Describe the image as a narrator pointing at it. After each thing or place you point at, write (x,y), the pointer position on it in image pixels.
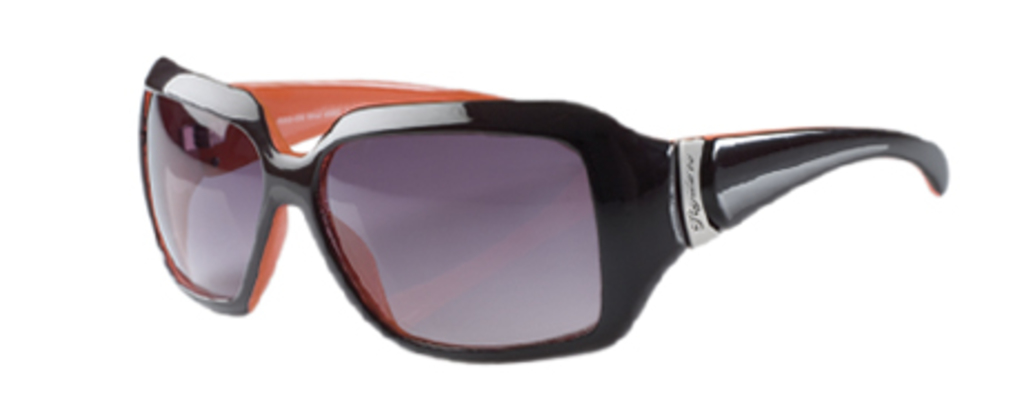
In this image, we can see a goggles (546,236).
